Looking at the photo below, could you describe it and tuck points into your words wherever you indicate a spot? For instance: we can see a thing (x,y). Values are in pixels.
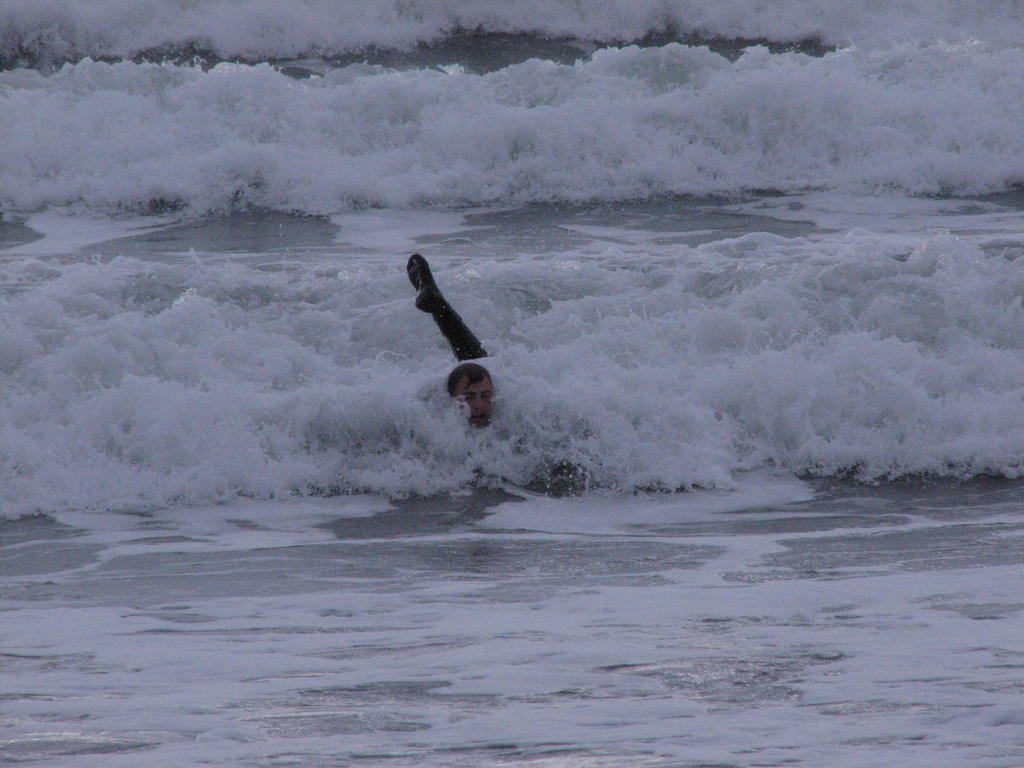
In this image we can see the sea (594,22) with the tides (725,22) and one man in the water (766,602).
